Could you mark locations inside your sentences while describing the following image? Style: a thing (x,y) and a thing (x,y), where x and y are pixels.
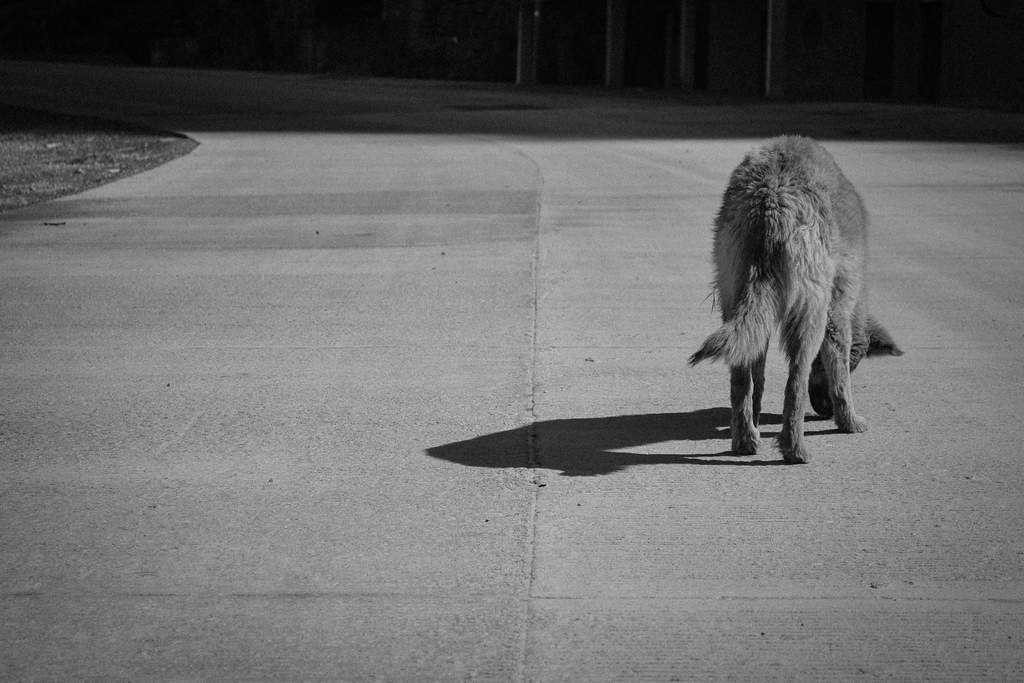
In this picture there is a dog (850,314) standing on the road (509,268). At the back (939,28) there is a building (654,38). At the top left (51,157) there is grass (39,165) and there is a road (96,96) and there is a shadow (525,448) of a dog (756,211) on the road (262,502).
